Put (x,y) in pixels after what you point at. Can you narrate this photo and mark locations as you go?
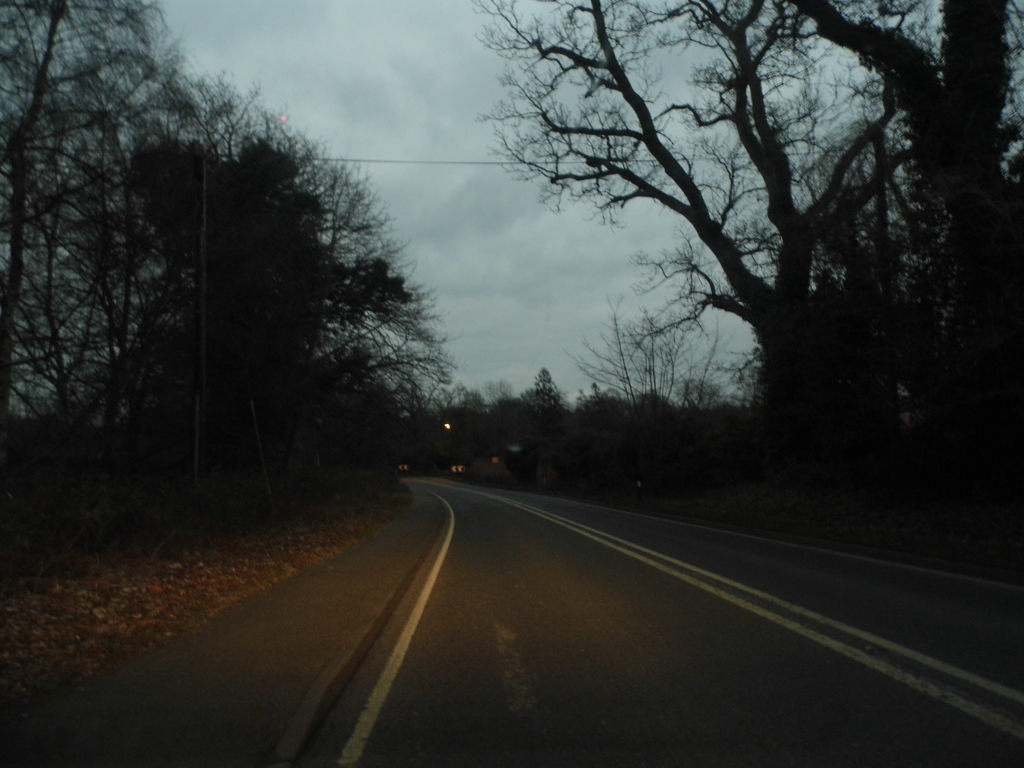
In the background (547,224) we can see sky (463,210). At the right (891,300) and left side of the picture (228,353) we can see trees (600,408). This is a road (545,658).
